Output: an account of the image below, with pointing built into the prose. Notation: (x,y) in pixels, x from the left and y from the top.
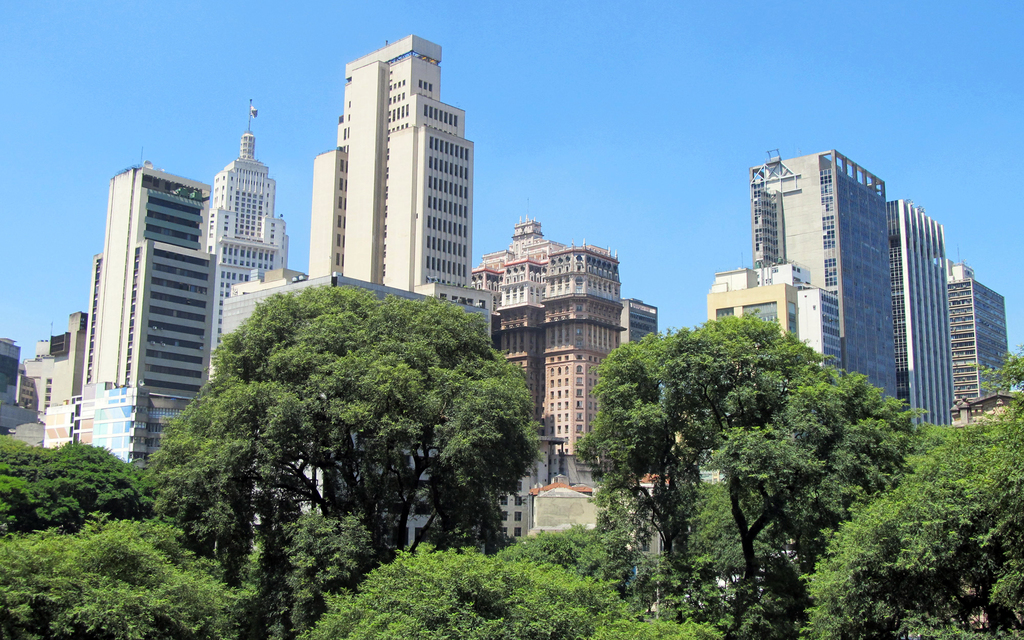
In this image I can see few trees (191,489) in green color, background (393,166) I can see few buildings (472,190) in white, cream and brown color and the sky (562,96) is in blue color.
